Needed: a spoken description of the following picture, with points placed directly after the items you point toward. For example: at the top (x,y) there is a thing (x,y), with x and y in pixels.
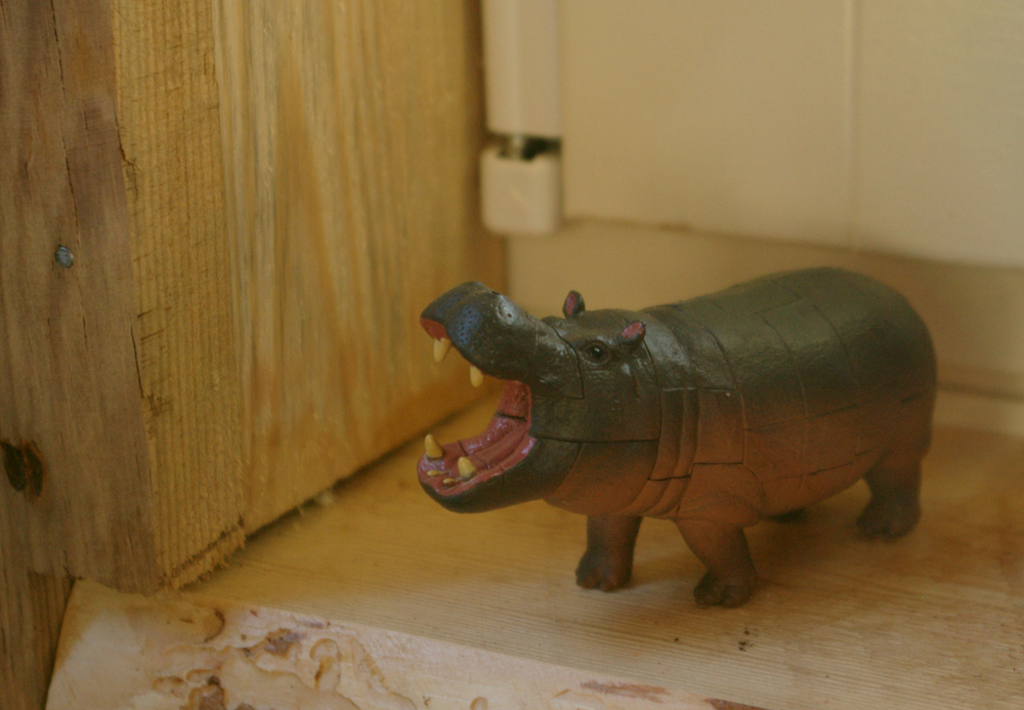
In the center of the image (435,316) there is a depiction of a animal (709,487) on the wooden surface (548,614). To the left side of the image (129,153) there is a wooden wall (117,199).
